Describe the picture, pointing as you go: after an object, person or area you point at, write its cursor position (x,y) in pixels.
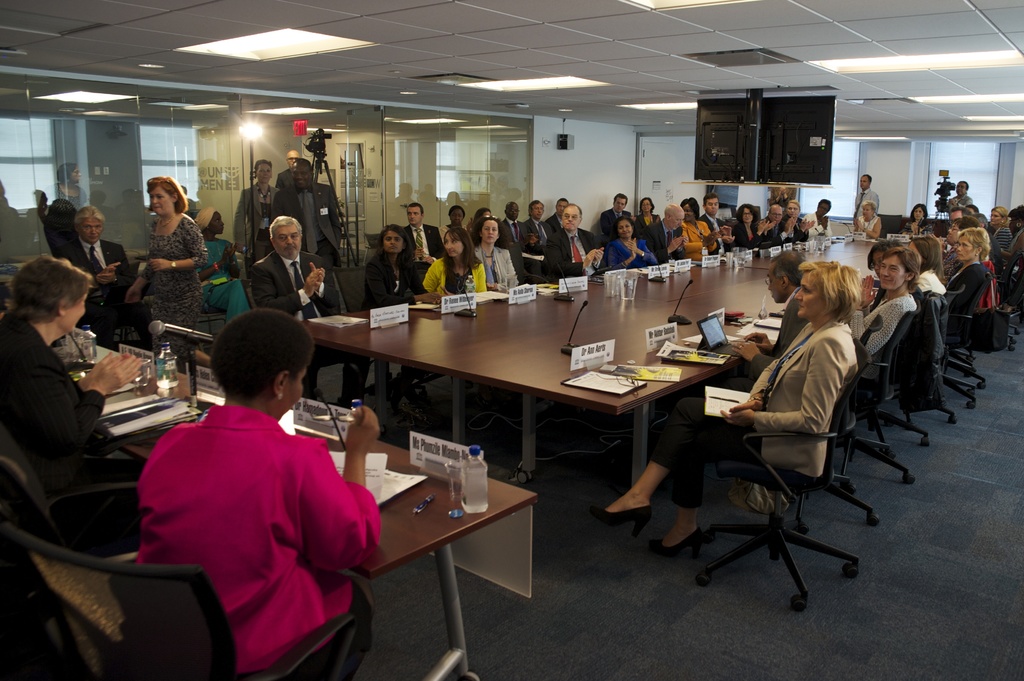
In this image i can see a group of people (381,296) sitting on the chairs (779,435) around the table (617,332), and there are few people (195,286) standing and in the back ground (320,132) i can see a camera (319,148), glass (211,148), a television screen (801,148) and to the ceiling (570,59) i can see lights (533,89).
